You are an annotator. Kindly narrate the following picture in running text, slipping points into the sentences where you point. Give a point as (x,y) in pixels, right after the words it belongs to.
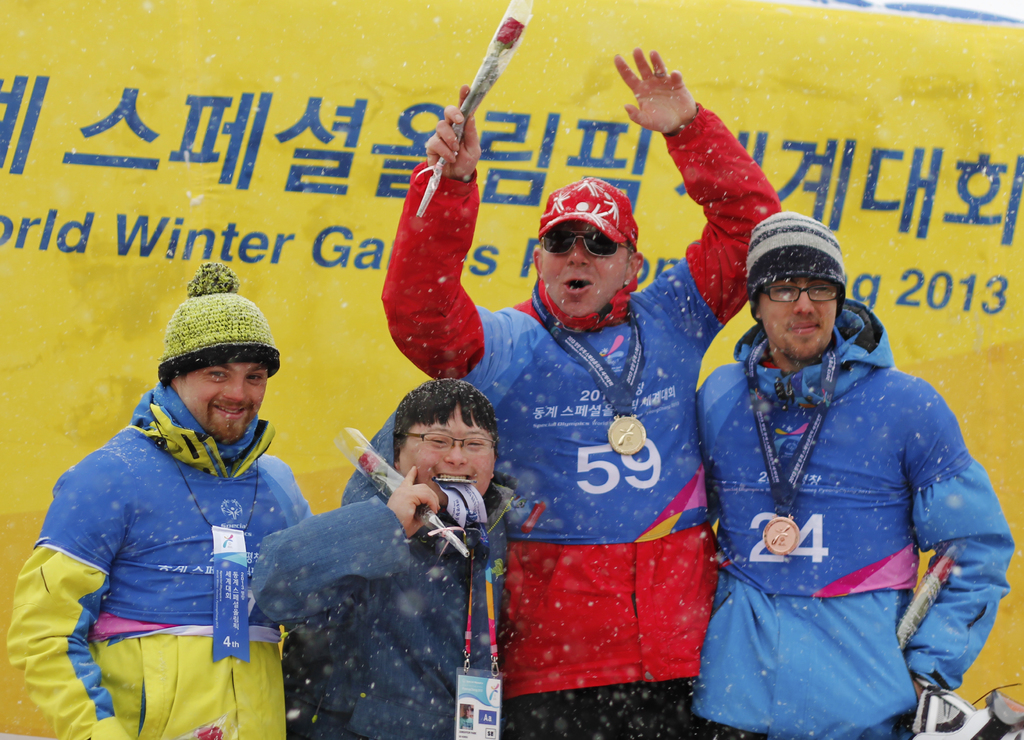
In this picture, we see four men (522,474) are standing. The man (579,612) in the red and blue jacket (556,435) is holding a flower bouquet (433,174) with a single rose (498,42) in his hand (467,166). Beside him, the man (382,573) in the blue jacket (376,543) is also holding the flower bouquet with a single rose (360,466) in his hand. All of them are smiling. Behind them, we see a yellow color board (239,221) with some text (344,247) written on it.
